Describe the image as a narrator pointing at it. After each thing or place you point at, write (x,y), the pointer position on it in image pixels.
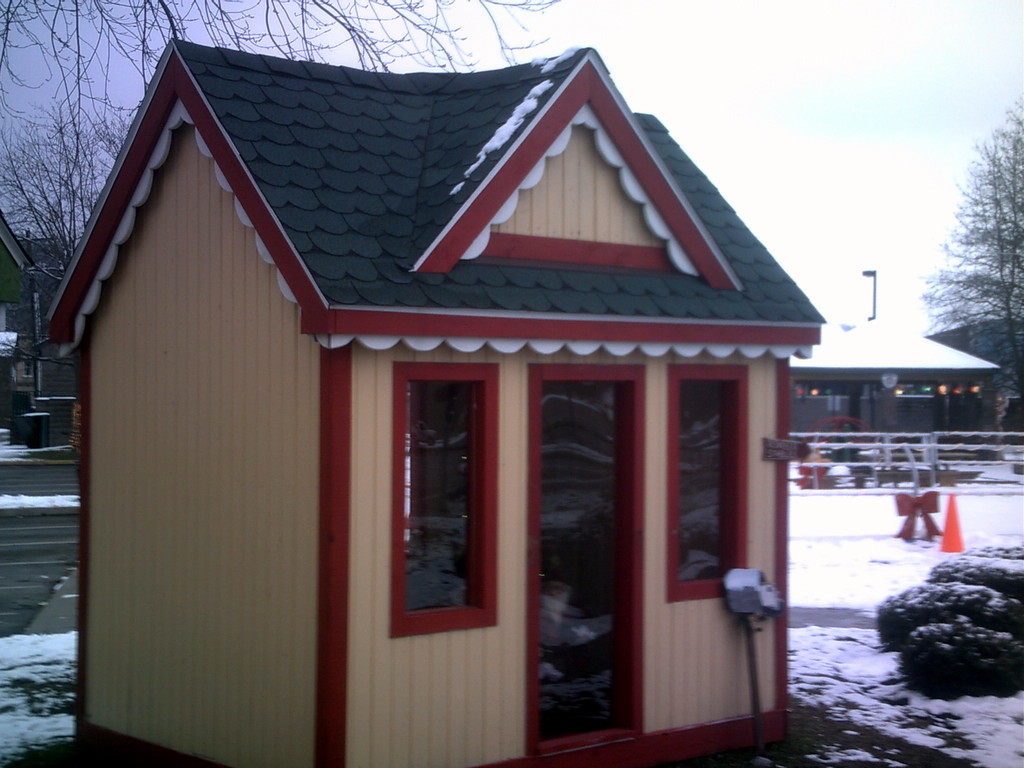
In this image there is a small house (508,361) in the middle (644,358). There are other houses (971,415) in the background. There are trees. There is snow (843,590) on the ground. There is a sky (876,151).
